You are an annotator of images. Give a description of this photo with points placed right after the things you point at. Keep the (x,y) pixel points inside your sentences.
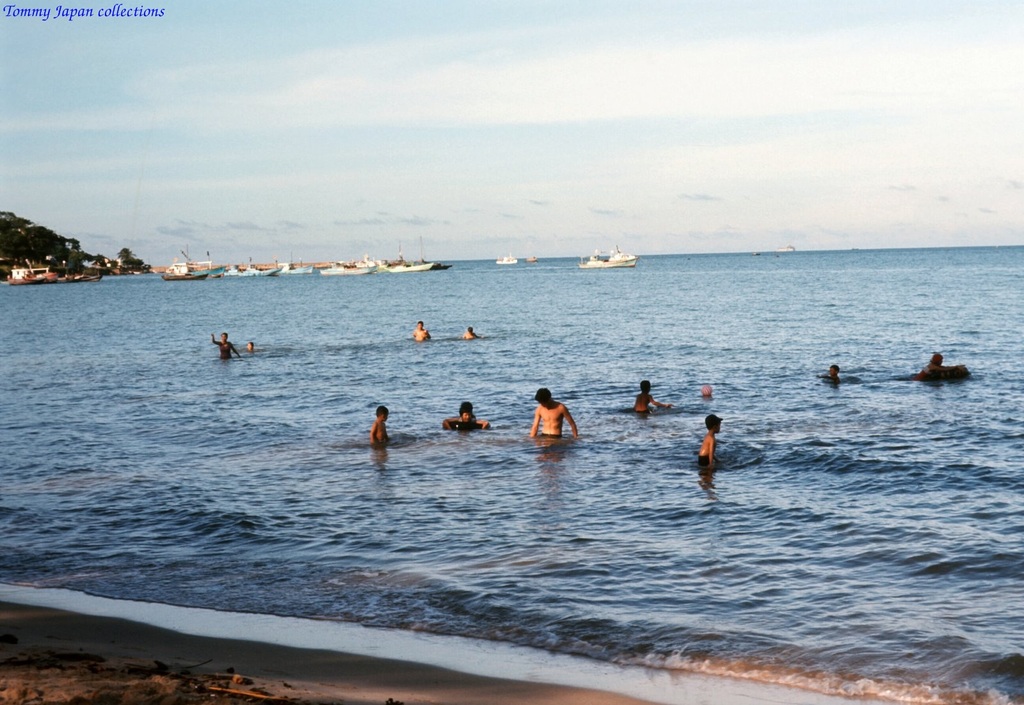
In this image I can see water (501,429) and in it I can see few people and number of boats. In the background (166,148) I can see sky (224,127) and here I can see watermark (116,6).
